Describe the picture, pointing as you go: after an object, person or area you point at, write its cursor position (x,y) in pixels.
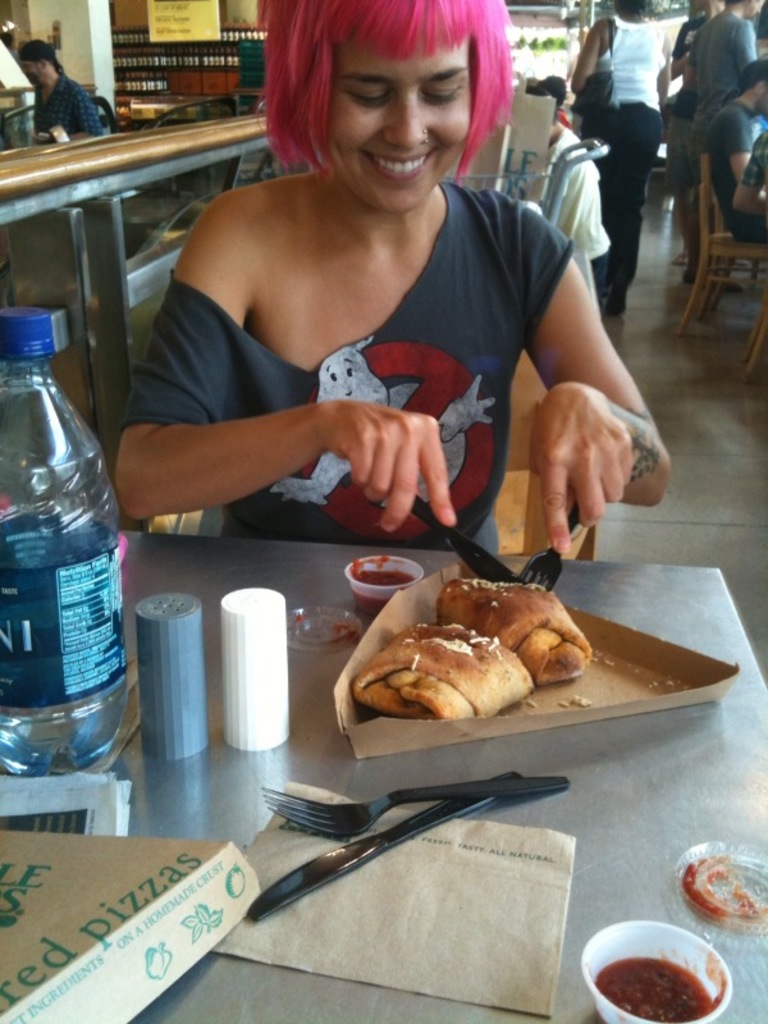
In this image we can see a girl (240,275) is smiling and she is wearing grey color t-shirt (415,357), she is holding knife (497,571) and fork (557,567) in her hand (387,482) and cutting to some baked item (513,670) which is in brown color triangle box (571,686). In front of her one table (596,811) is there, on table (628,802) bottles (56,665), fork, knife (300,877), cover (477,937), container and one bowl (640,992) is there. Behind her one counter (172,170) is there and so many people (712,37) are walking and sitting on chair (719,241).
